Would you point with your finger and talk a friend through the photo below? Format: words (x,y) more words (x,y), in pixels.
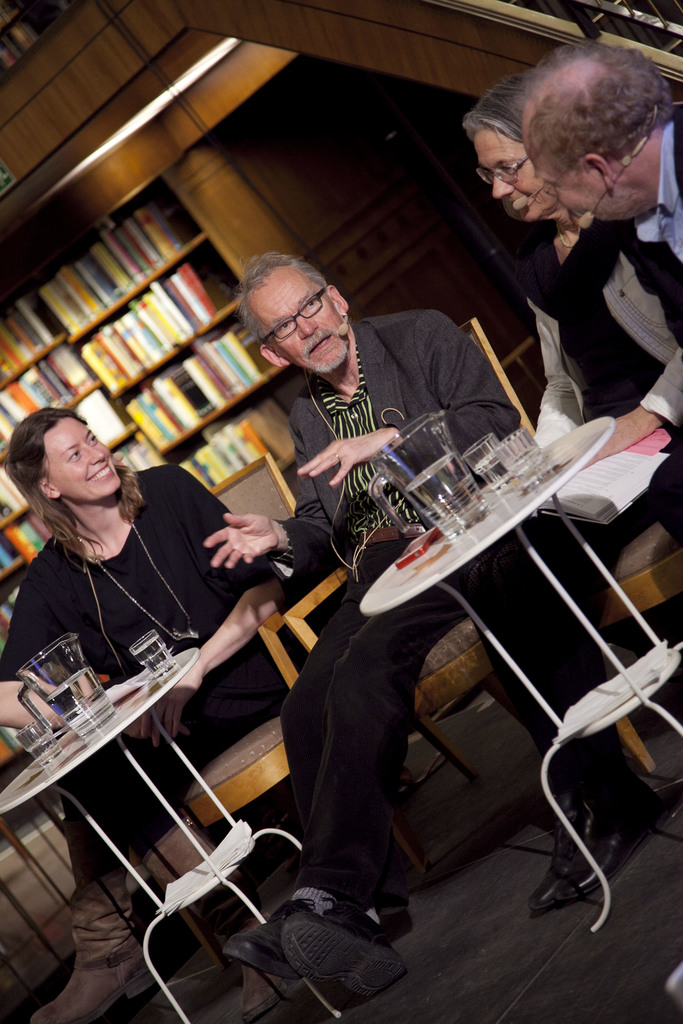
In this image I can see few people (340,624) are sitting on chairs (497,367). I can see few of them are wearing specs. Here I can see few white colour tables (456,543) and on these tables (32,776) I can see few glasses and few jugs (370,484). In the background (106,256) I can see number of books (225,459) on these shelves (38,355).
